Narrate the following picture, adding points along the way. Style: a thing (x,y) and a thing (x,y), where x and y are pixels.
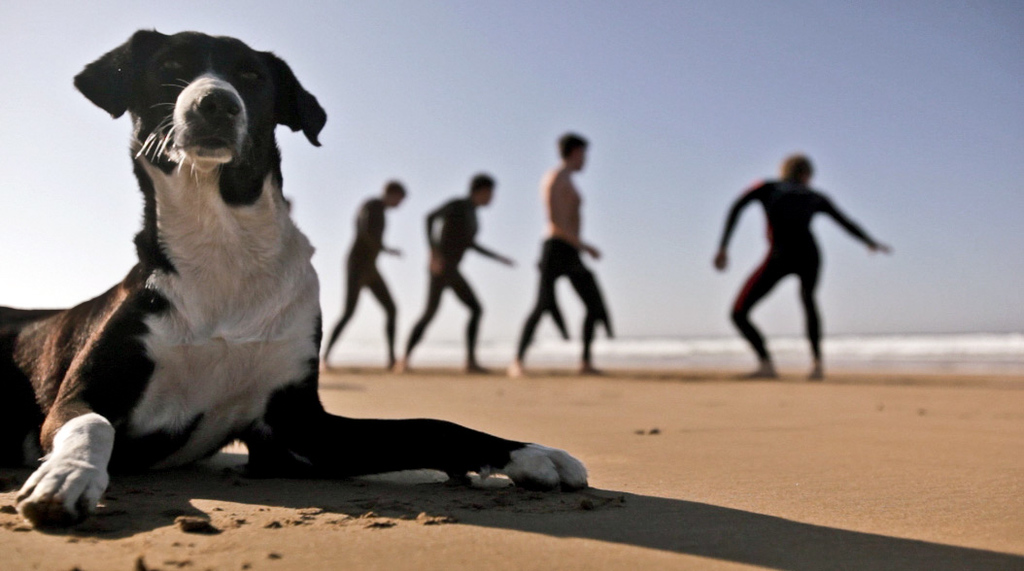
In this image we can see persons (773,276) standing and we can also see the dog (116,330) and the sky (553,162).
